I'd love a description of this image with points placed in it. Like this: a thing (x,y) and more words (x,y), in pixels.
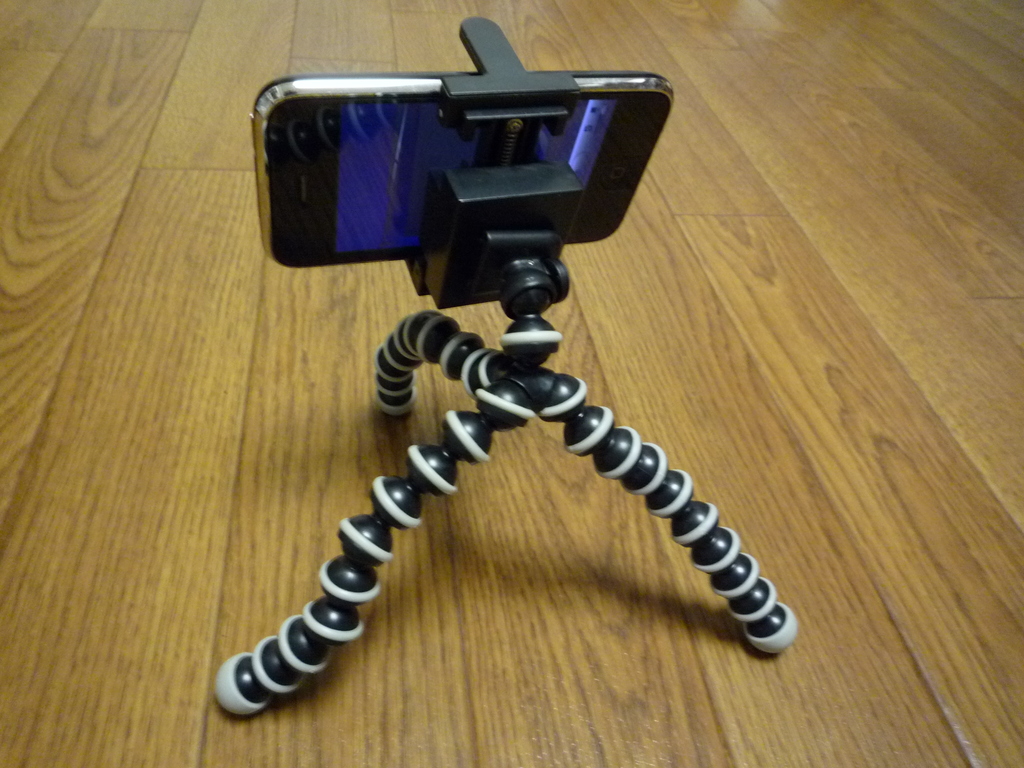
In this image I can see a camera stand (461,447) on the floor (753,447). I can see a mobile phone (353,160).
